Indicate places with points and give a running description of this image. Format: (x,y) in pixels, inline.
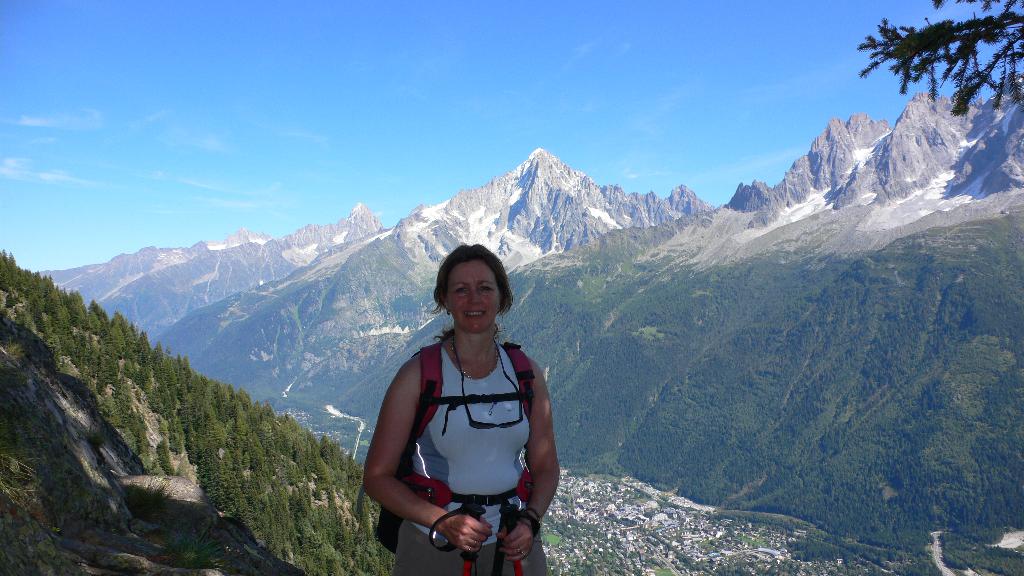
In this image there is a woman (487,508) standing wearing a bag (526,496) and holding sticks (511,519) in her hand (488,539), in the background (333,268) there are mountains (648,252) and the sky (436,85).
